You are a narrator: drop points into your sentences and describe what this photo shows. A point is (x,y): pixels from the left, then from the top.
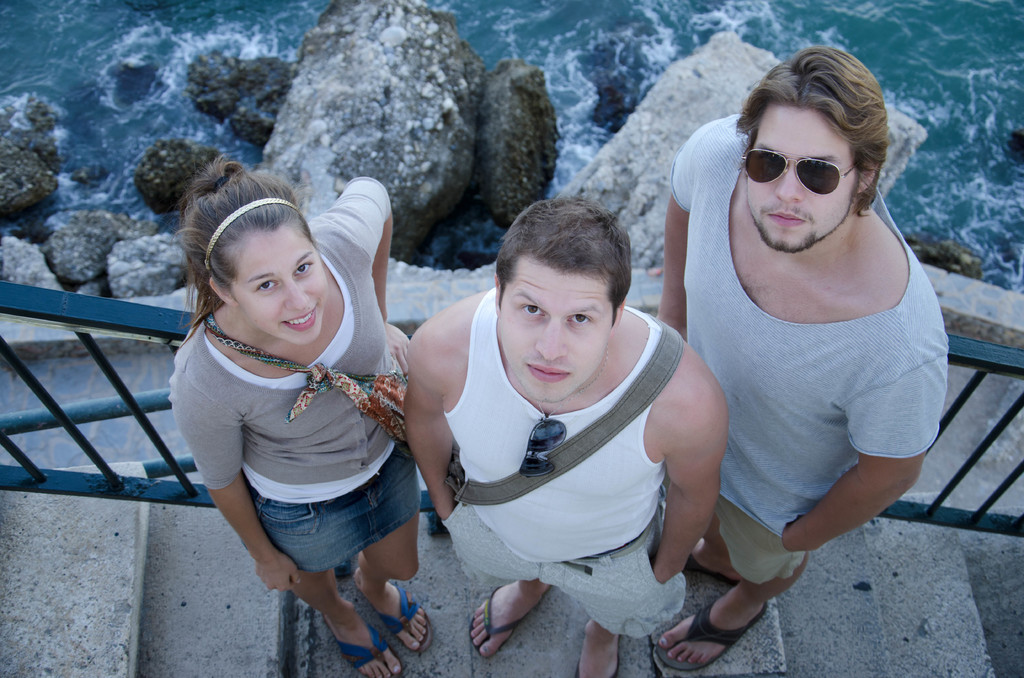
In this image we can see person (697,507) standing on steps (468,615). One person (758,378) is wearing goggles (772,175). Another person (517,470) is wearing a bag (564,456) and keeping a goggles (552,444) on the vest (509,456). Another person (357,422) is wearing a bag (359,407). In the back (384,132) there are rocks (442,105) and water (596,82).
